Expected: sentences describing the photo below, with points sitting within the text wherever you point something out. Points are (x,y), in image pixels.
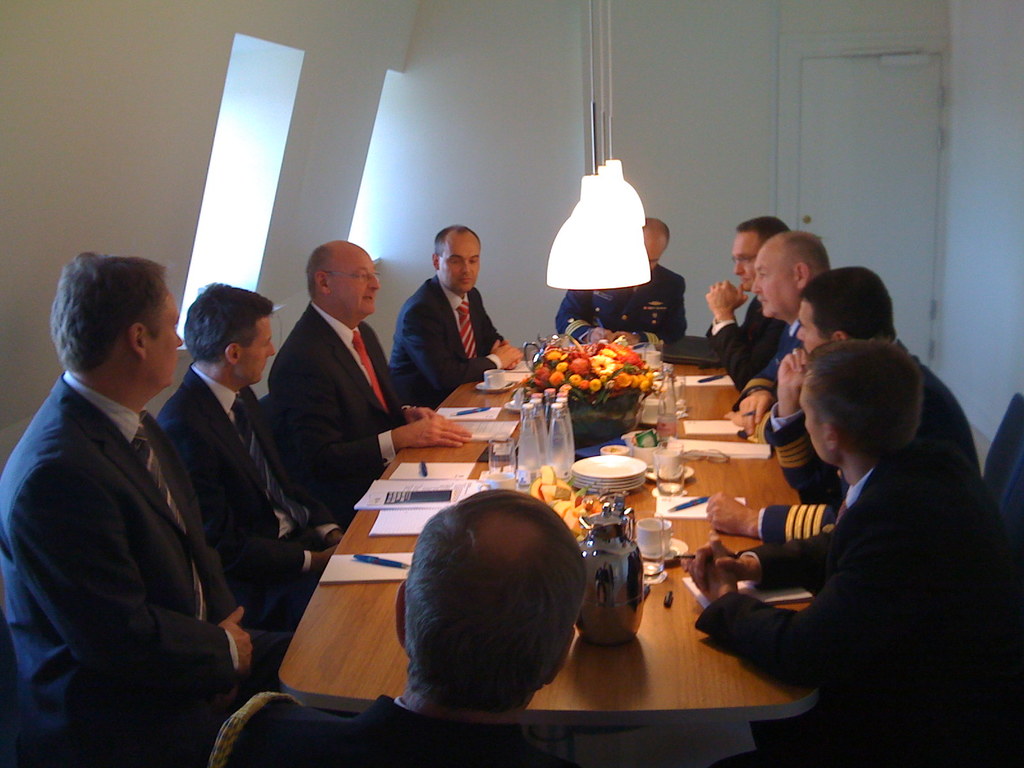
In this image i can see a group of people (751,317) sitting, there are some fruits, flowers (578,370), bottle (548,426), paper (442,477), pen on a table (372,635) at the back ground (392,296) i can see a wall (446,147), at the top (582,225) there is a light (589,254).
